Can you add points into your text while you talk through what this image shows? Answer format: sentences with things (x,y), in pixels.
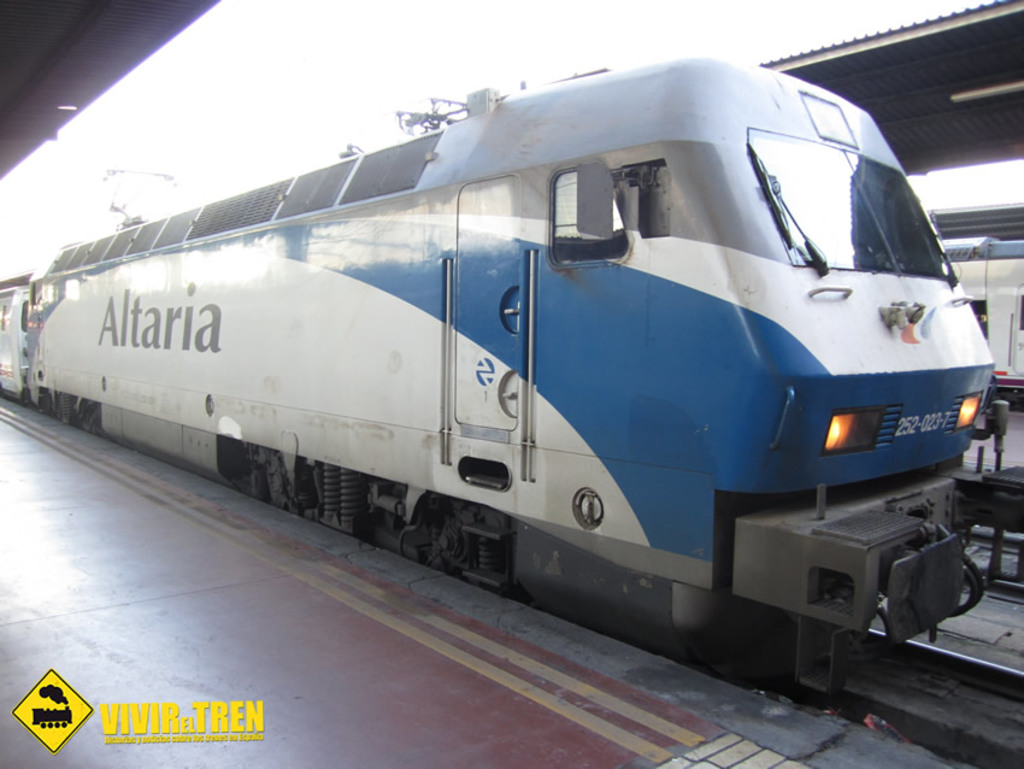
In this picture we can see few trains (781,466) on the tracks (868,662), and we can find sheds (880,99), at the left bottom of the image (235,716) we can see a watermark (173,727) and a logo (36,700).
